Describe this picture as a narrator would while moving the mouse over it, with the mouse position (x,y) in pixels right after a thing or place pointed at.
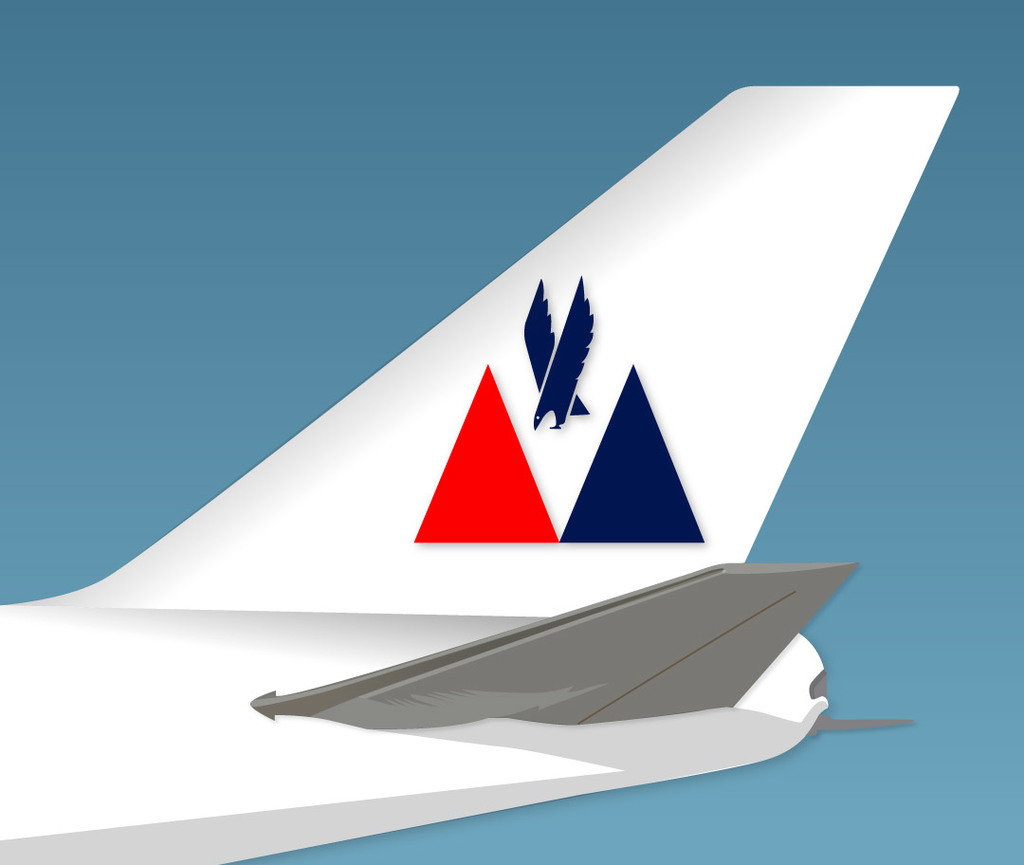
This image is an animation. In this image we can see an aeroplane (487,617) flying in the sky (859,655).
